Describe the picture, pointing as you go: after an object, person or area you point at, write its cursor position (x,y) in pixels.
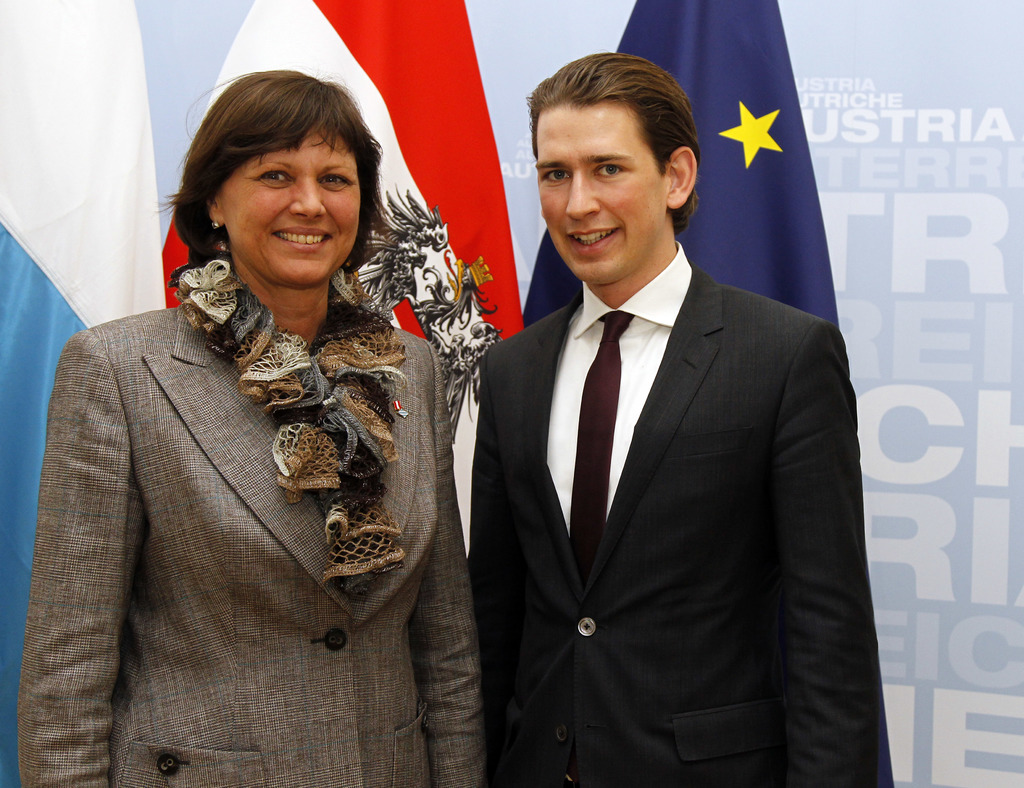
In the center of the image (534,373) we can see two people (553,437) are standing and smiling and wearing suits (405,462) and a lady (350,387) is wearing a scarf (311,387). In the background of the image (429,314) we can see the flags (43,127) and board (952,362).
